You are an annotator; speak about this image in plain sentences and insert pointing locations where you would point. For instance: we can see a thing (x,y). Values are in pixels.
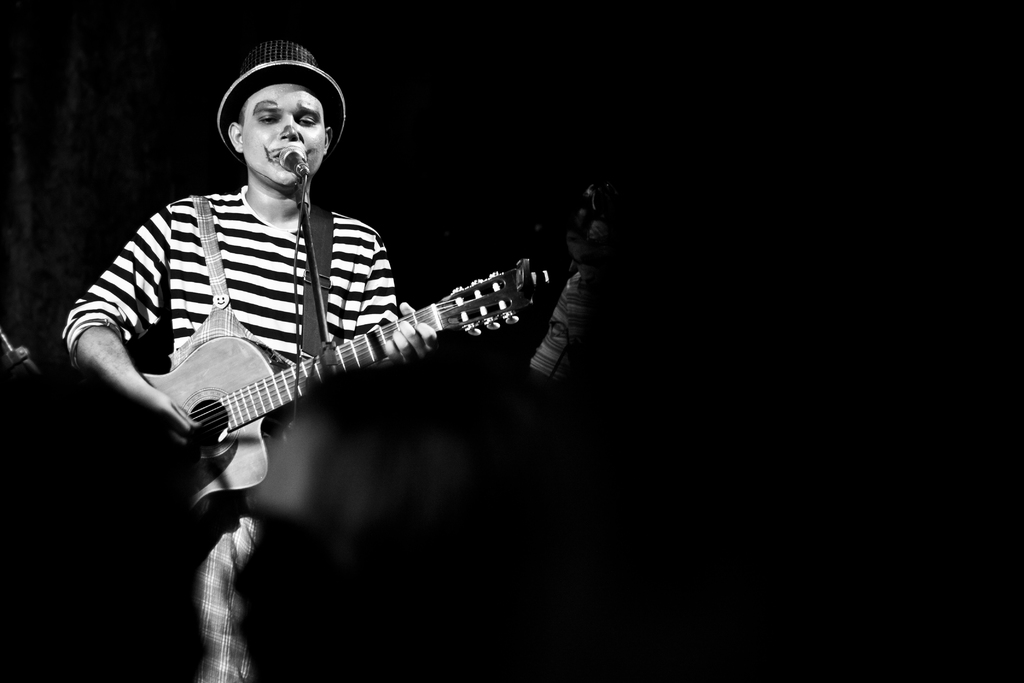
In this image there is musician (265,321) performing in front of the mic (296,166) holding a guitar (254,395) and playing.
